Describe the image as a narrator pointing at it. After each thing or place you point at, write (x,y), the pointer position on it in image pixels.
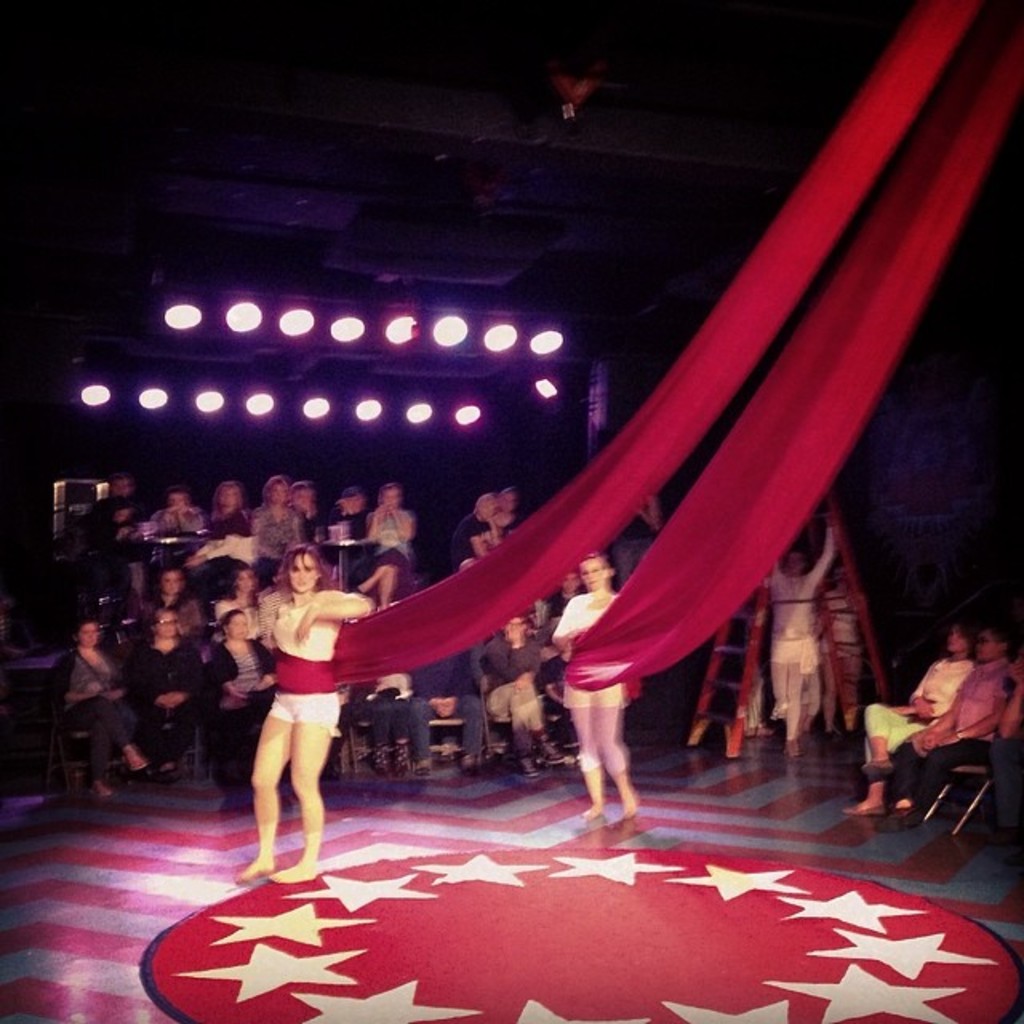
There are two women's (613,728) doing aerial dance and there are some persons (386,542) sitting in the background (395,531). There are some graphical lights (359,323) at the top of this image (298,323). There is a floor (563,965) at the bottom of this image (681,933).
